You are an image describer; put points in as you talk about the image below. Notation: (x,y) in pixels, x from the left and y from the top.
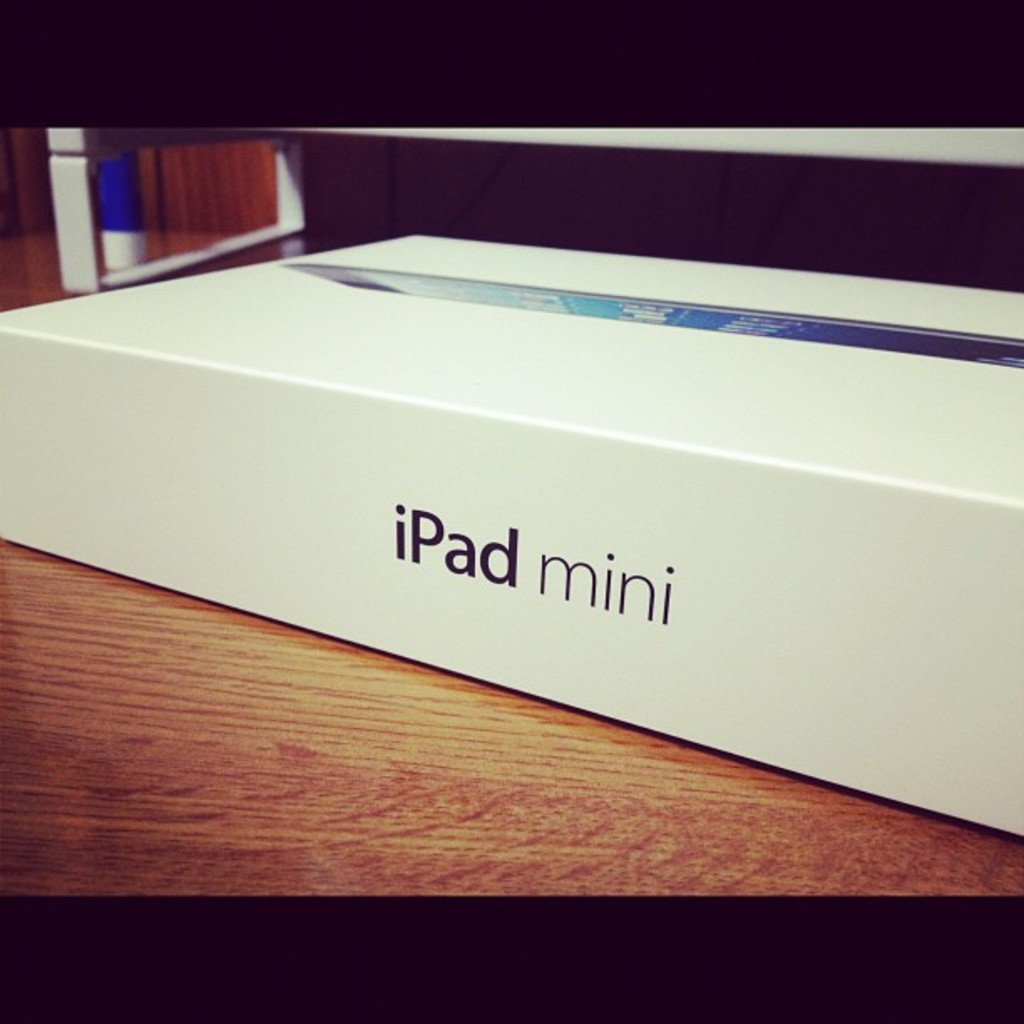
In this there is a box (763,284) on a wooden surface (576,726), on that box (511,559) there is text (542,583).
